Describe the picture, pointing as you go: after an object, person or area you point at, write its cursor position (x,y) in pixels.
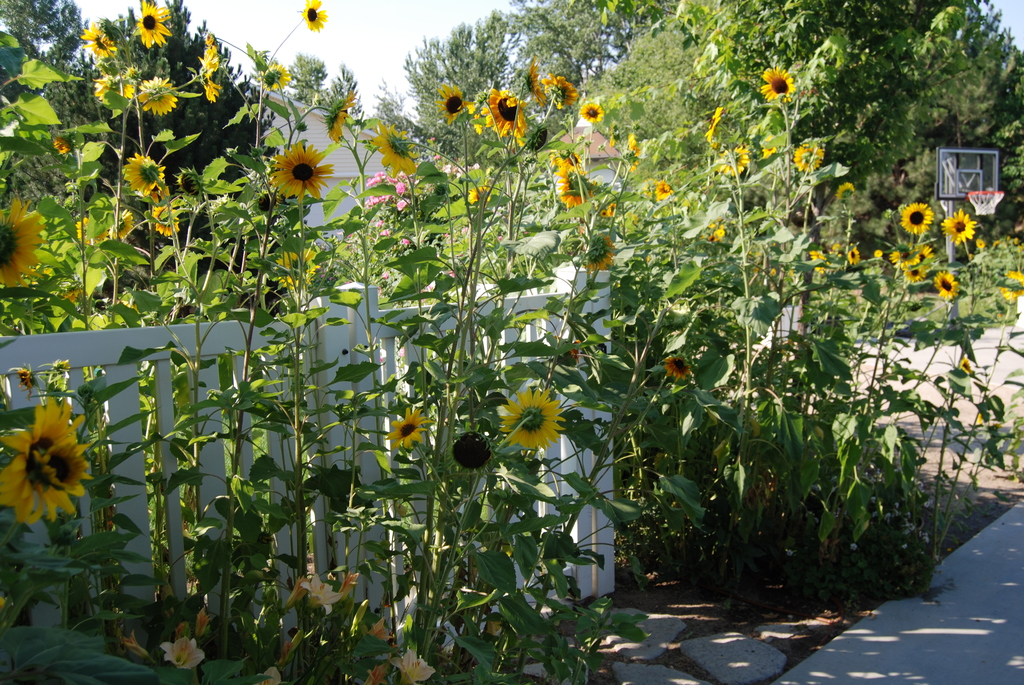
In the center of the image (550,366) we can see plants (571,371), sunflowers (541,137), fence (92,355) are present. On the right side of the image (975,157) there is a basketball hoop (943,193). In the middle of the image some houses (578,145) and trees (823,45) are present. At the bottom of the image (932,642) ground (953,626) is there. At the top of the image (371,37) sky (352,50) is present.
